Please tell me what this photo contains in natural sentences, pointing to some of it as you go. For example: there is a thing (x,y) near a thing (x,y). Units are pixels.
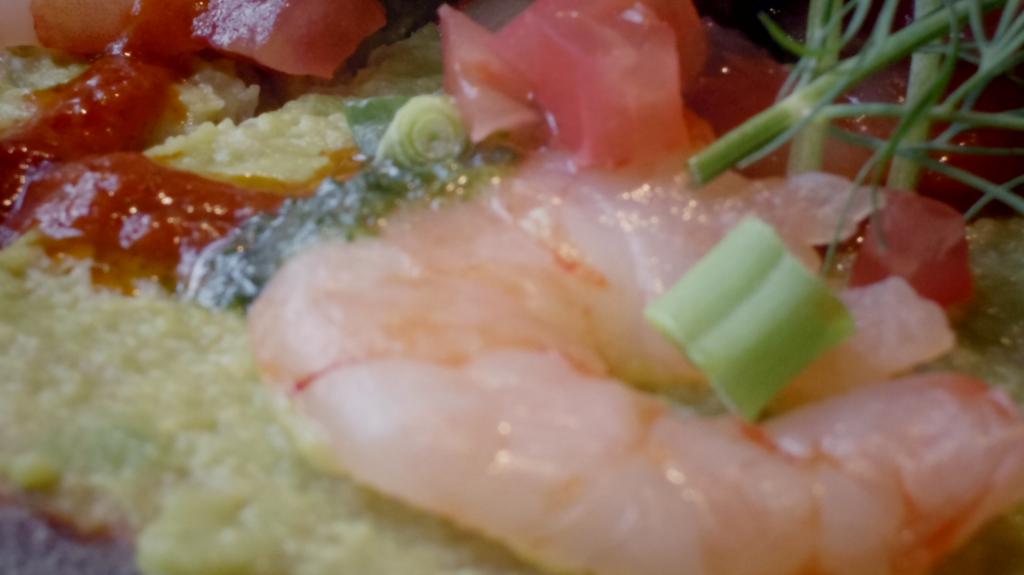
In this image, we can see a food item (444,323).
